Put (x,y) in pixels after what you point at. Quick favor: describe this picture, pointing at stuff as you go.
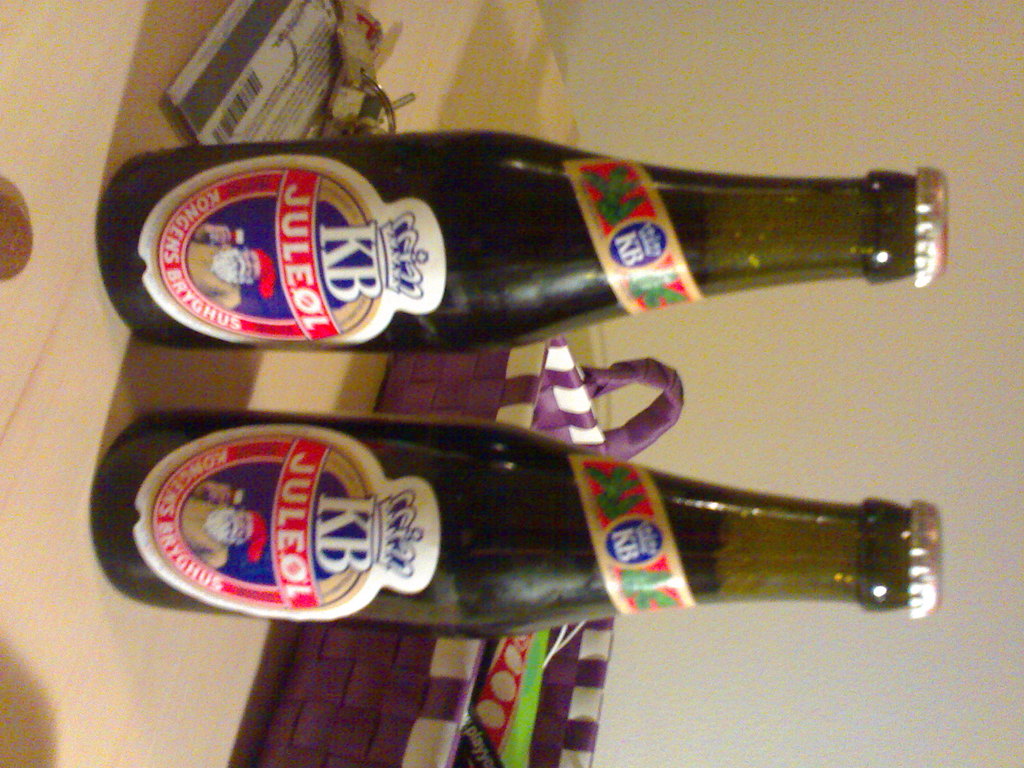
In this image we can see a wooden table (135,382) where two bottles (458,131) and a basket (383,682) are kept on it.
